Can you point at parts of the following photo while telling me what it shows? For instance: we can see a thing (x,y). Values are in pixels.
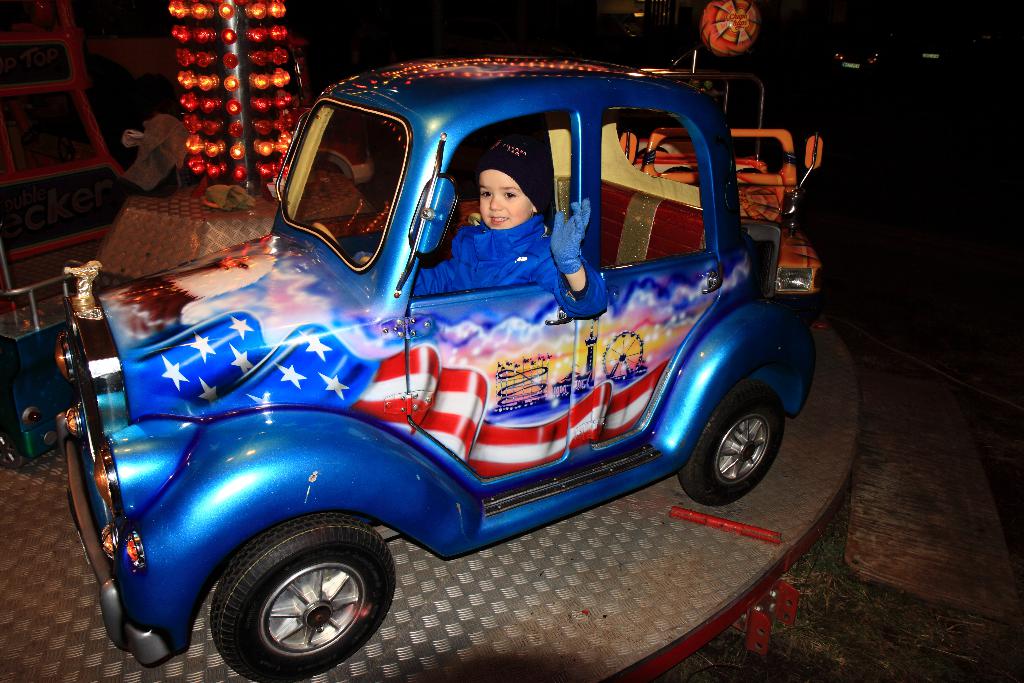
In this image we can see a child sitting in a toy car (647,433) which is placed on the floor (709,608). We can also see some lights (209,171), a wooden board (952,583), some objects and a toy car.
